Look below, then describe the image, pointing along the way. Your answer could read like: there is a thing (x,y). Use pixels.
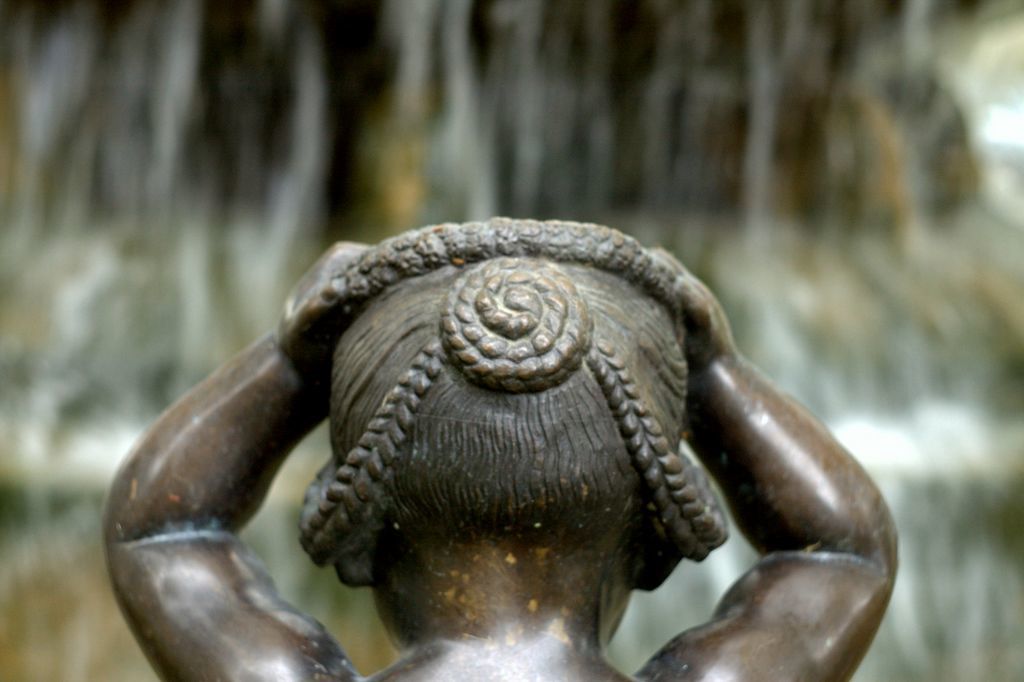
In this image I see a sculpture (406,375) which is of brown in color and I see that it is totally blurred in the background (131,417).
